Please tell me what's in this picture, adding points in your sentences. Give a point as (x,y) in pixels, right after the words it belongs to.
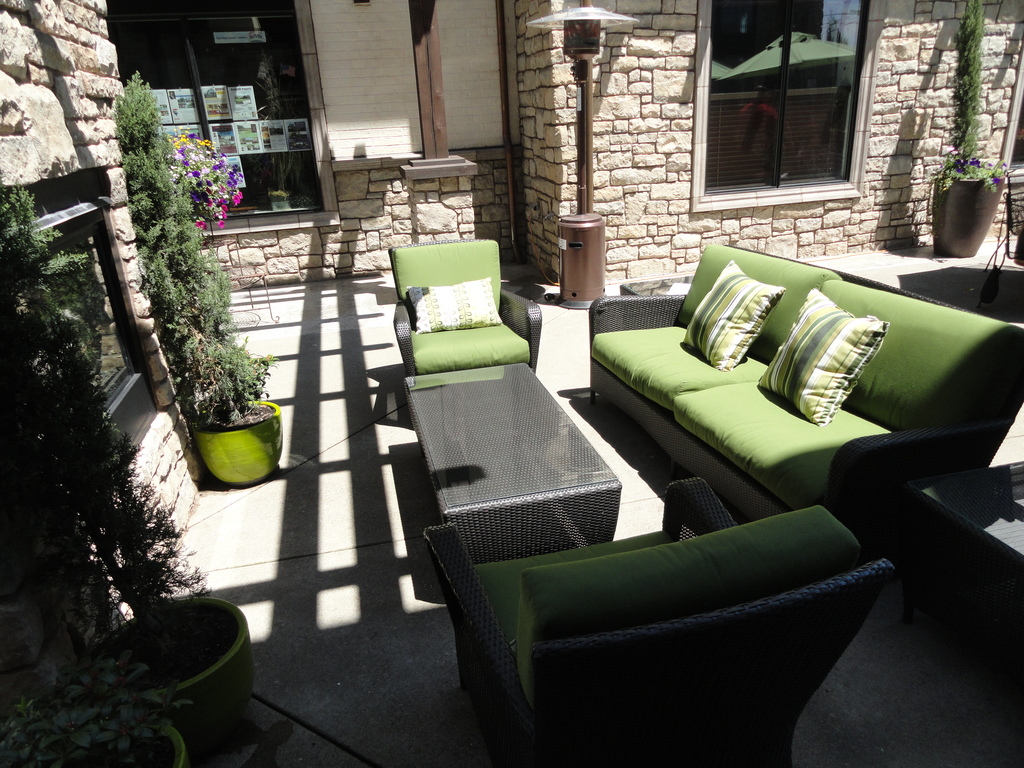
In the left side (230,641), two house plants (175,642) are visible. In the top (231,243) a house (349,246) is visible having a wall (546,94) of stones (635,140) and a window (248,157) visible. In the bottom middle (536,759), a sofa (717,400) is there and a table (493,397) and chairs (724,580) are there on which cushion (824,361) is kept. This image is taken outside the house (158,461) in a patio area (644,480).
